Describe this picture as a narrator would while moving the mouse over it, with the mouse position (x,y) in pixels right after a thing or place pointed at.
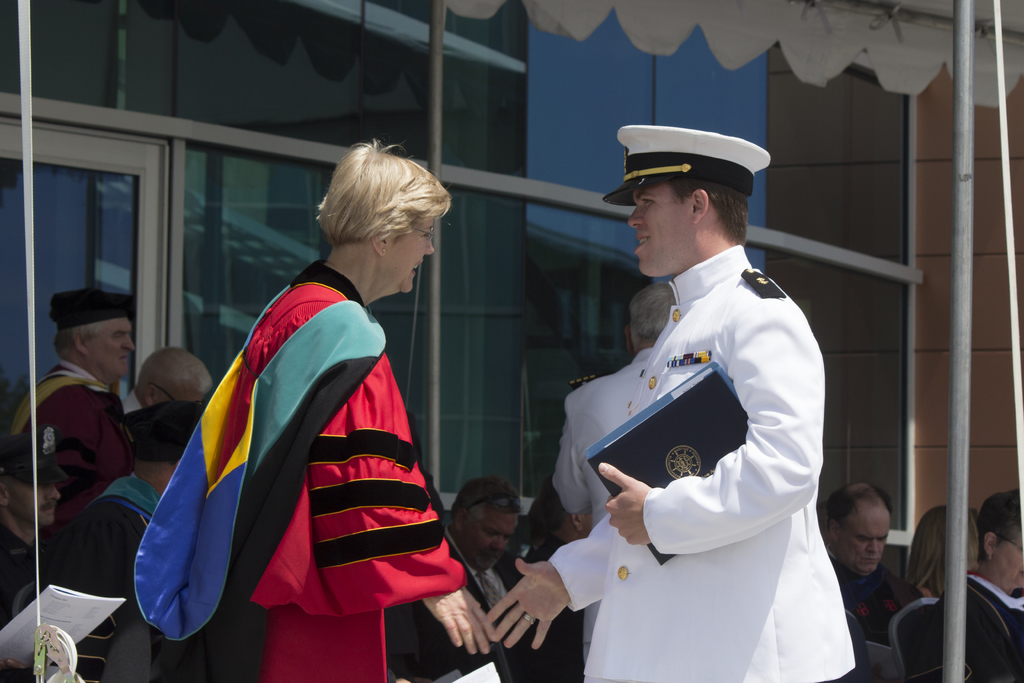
In this image we can see a man (695,682) on the right side (684,524) and holding a book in his hands (517,628) and on the left side (324,386) we can see a woman (404,528). In the background (195,301) there are few persons (106,356), glass doors (2,322), poles (960,537), wall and at the top (643,5) we can see a tent (643,5). On the left side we can see a book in a person's hand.
